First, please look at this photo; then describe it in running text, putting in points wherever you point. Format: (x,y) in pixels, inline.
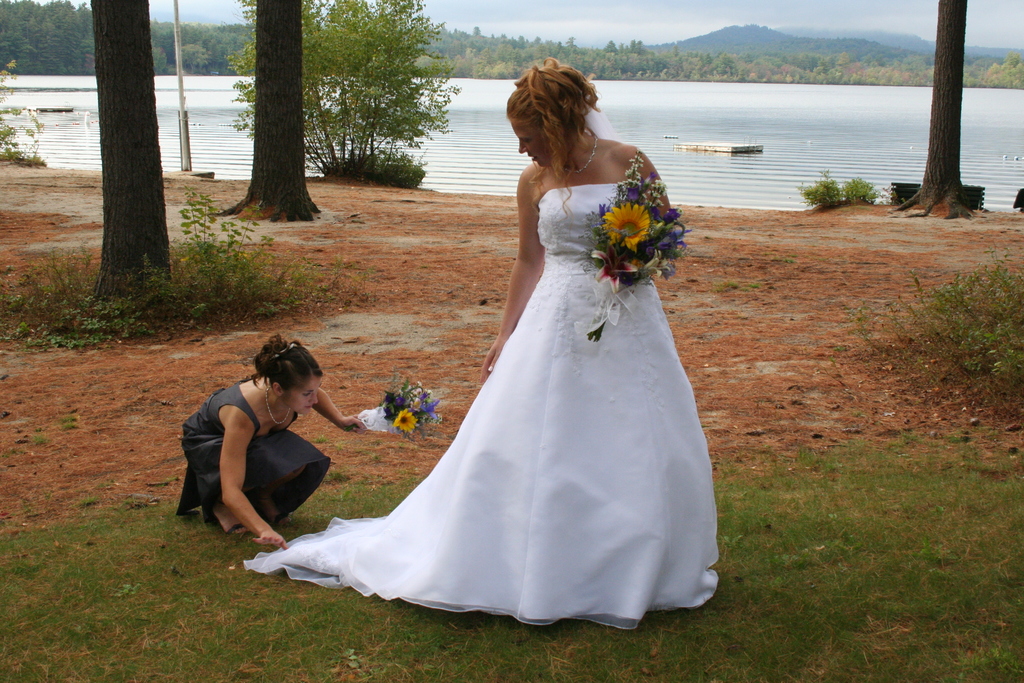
In this image I can see a woman (609,351) wearing white dress (568,426) is standing and holding a flower bouquet (624,259) in her hand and another woman (244,440) wearing black dress (252,440) is holding a flower bouquet (401,414) in her hand (354,428). In the background (368,349) I can see the ground (304,265), few trees (241,208), the water (761,125), few mountains (729,47) and the sky (581,38).
